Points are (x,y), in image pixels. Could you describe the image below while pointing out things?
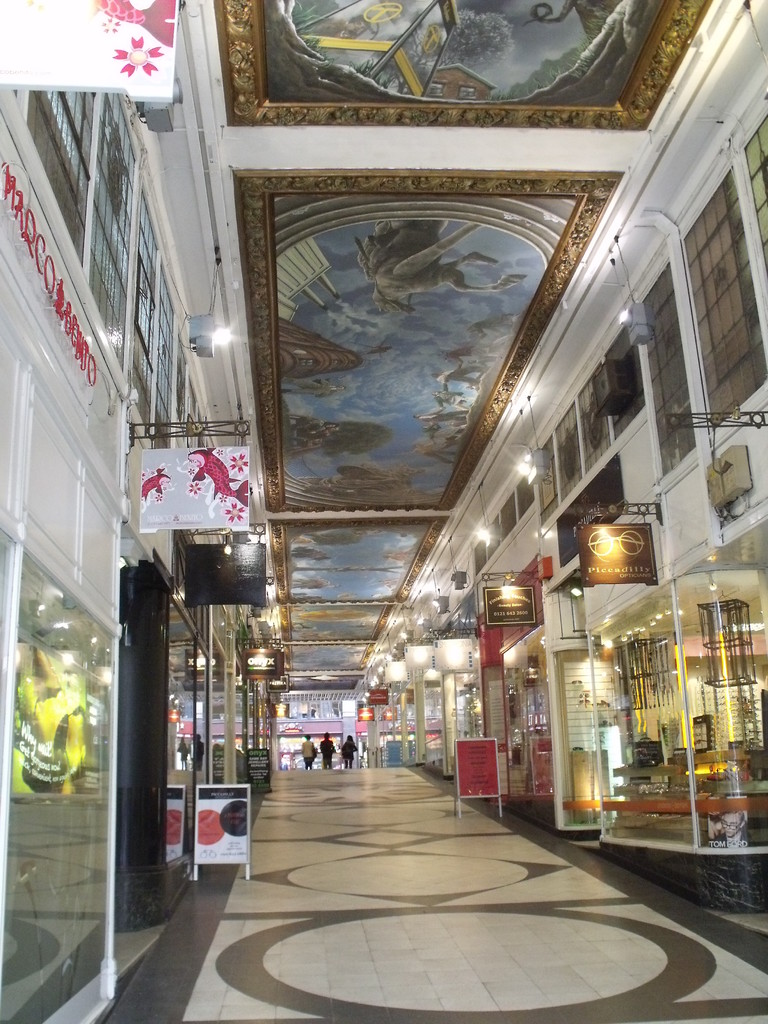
In the image we can see some stores (140,863). Behind them few people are walking and there are some banners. At the top of the image (633,242) there is ceiling (363,559), on the ceiling (551,406) there are some lights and painting (482,22).
